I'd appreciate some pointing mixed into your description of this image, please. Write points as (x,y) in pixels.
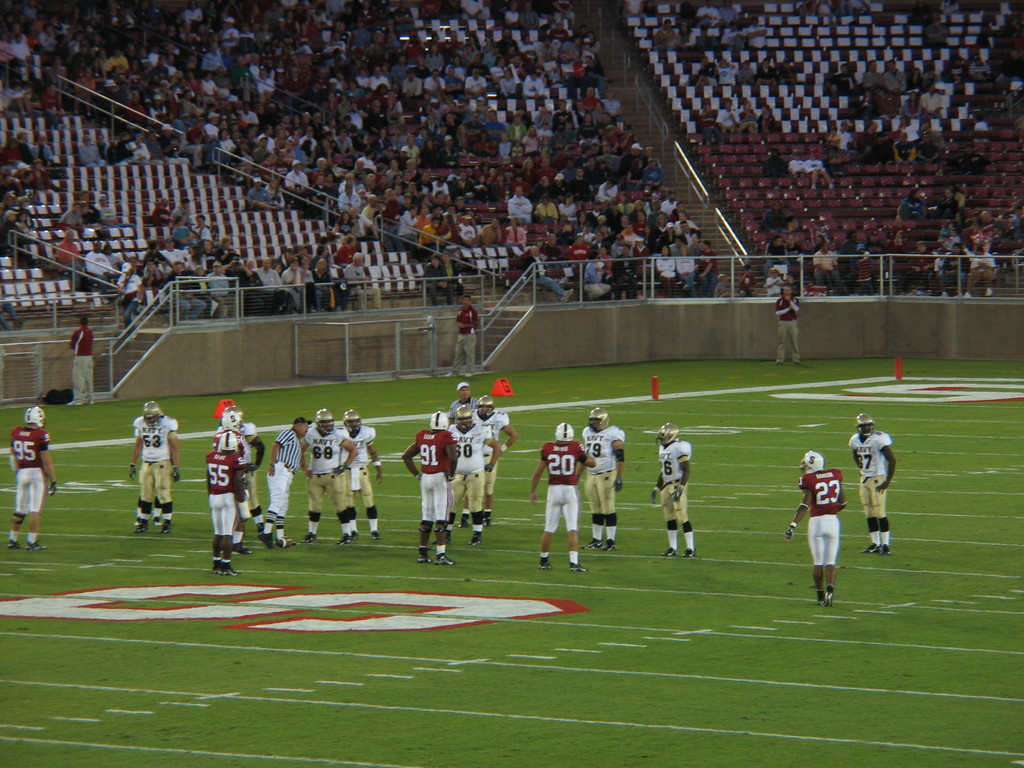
In this picture I can see few people (410,143) seated on the chairs (275,215) and few players (461,412) standing and they wore helmets (238,418) on their heads (597,416) and I can see a green field (713,459) and a fence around looks like a stadium (750,254).
